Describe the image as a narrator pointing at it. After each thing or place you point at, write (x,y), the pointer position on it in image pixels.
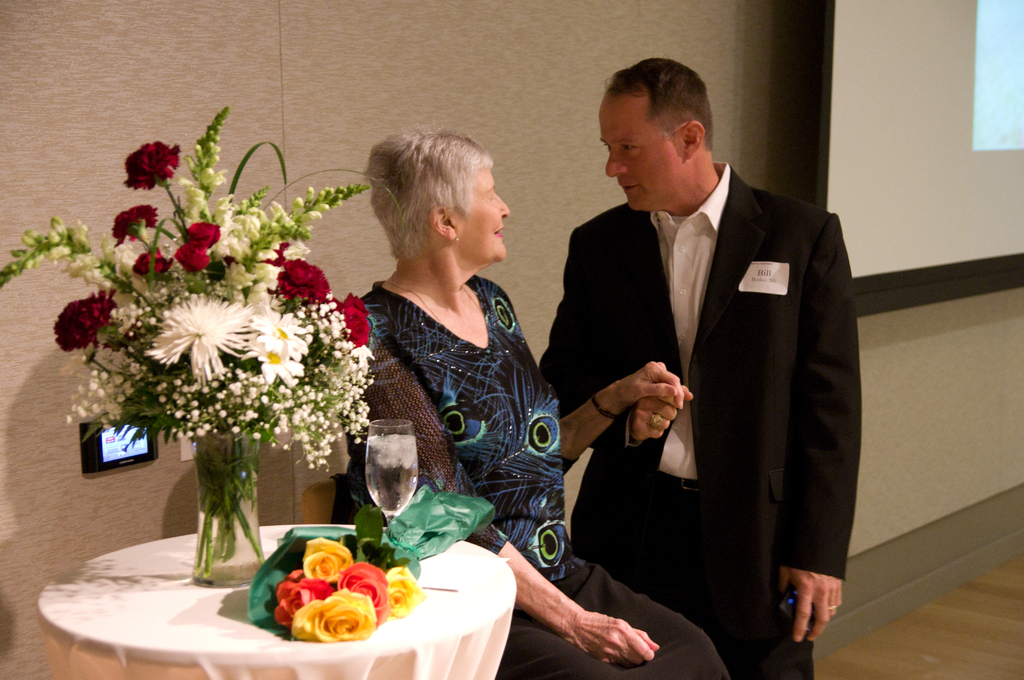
In this image we can see two persons (550,439). Besides the persons (527,517) we can see few objects (235,504) on a table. Behind the persons (473,347) we can see a wall (54,152) and a screen (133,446) is attached to it.
